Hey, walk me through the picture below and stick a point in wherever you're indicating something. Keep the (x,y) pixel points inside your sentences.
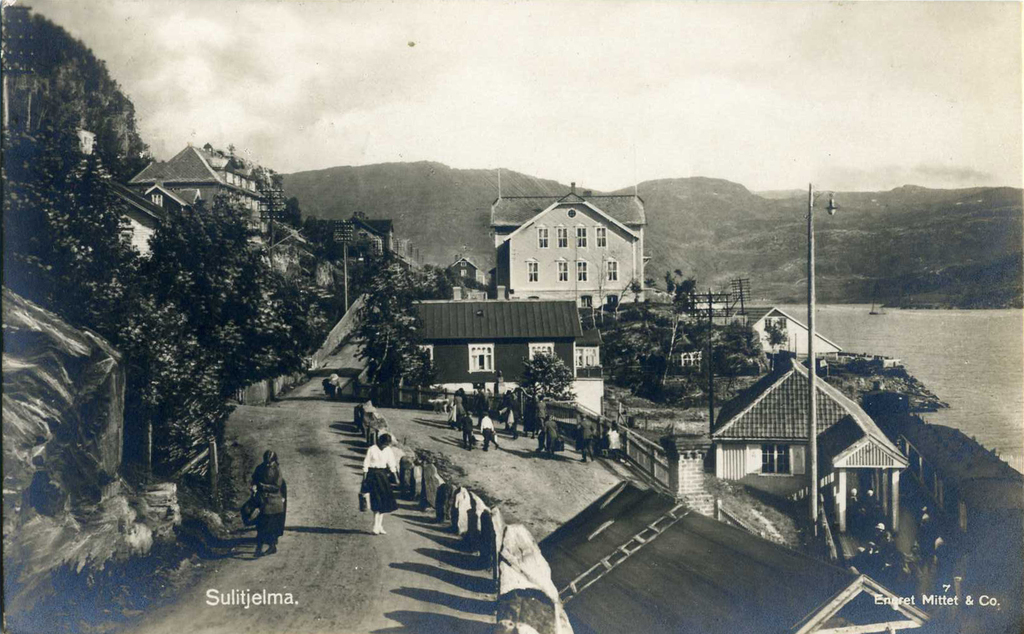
In this image there are group of people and some houses (534,288), trees (745,342), poles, wires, and some objects (511,561). In the center (440,234) and in the background (433,207) there are mountains (957,240), on the right side of the image (960,342) there is river (942,354). At the top (670,115) there is sky (476,134).
